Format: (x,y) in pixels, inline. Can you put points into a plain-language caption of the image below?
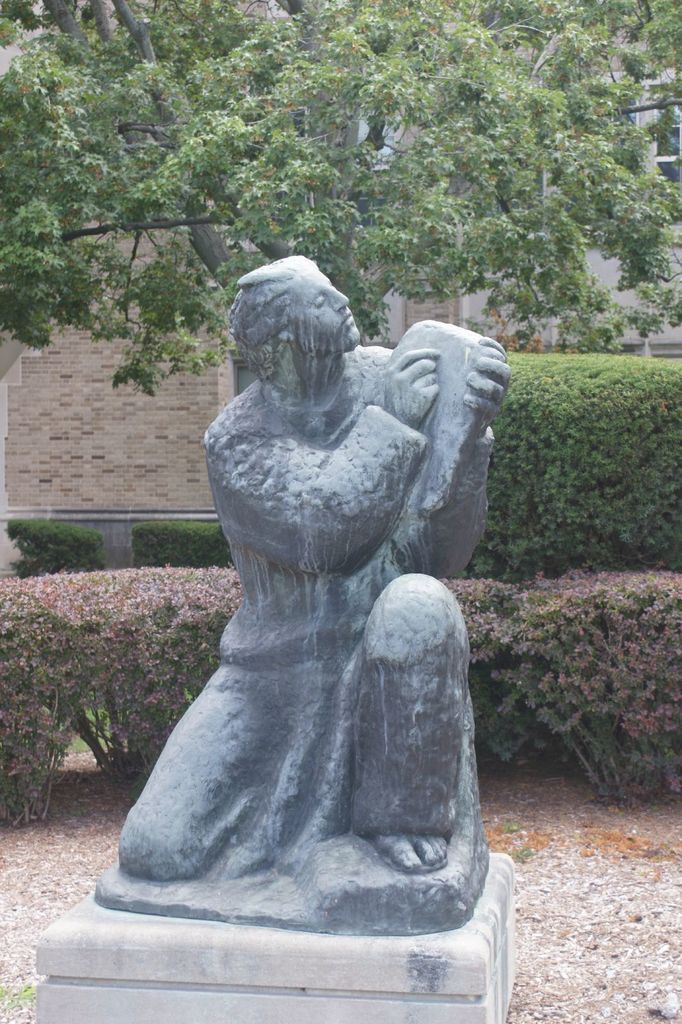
In this picture there is a statue (303,297). At the back (392,220) there is a building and there is a tree (350,193) and there are plants (591,532). At the bottom (660,989) there is ground (603,1018).
